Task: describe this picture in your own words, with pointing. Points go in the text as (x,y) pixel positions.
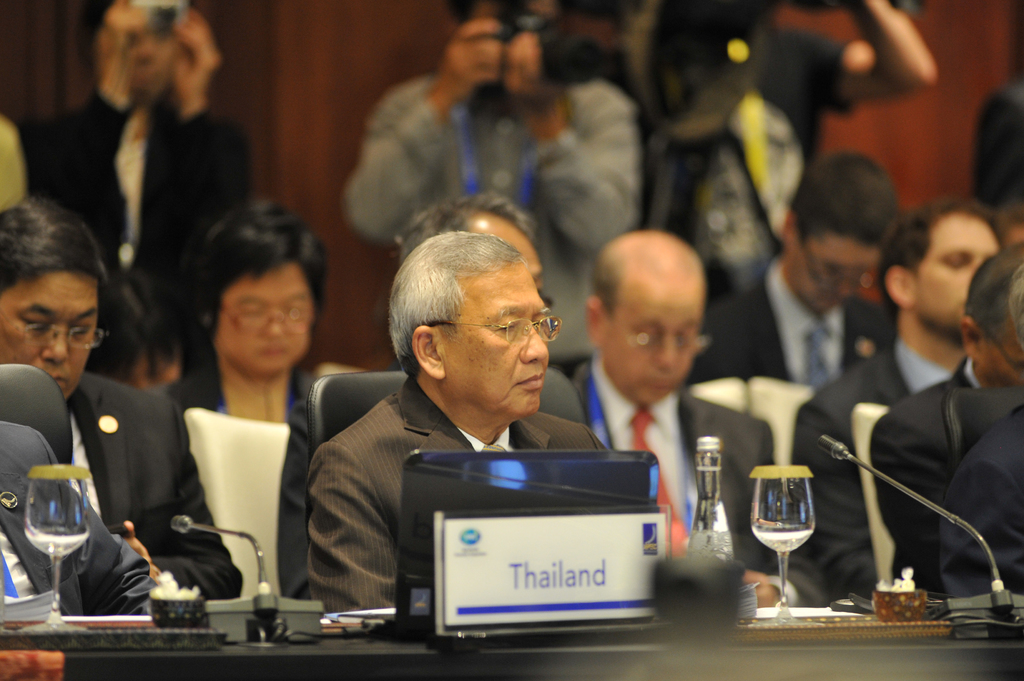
In this image we can see few people (486,319) sitting on the chairs (952,394), beside we can see electronic gadgets (430,587), microphones (263,574), water glasses (763,503) and few objects (171,600) on the table (914,627), beside that we can see written text (556,571) on the board (462,625). And we can see a few people (527,107) holding cameras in the background (497,99).
